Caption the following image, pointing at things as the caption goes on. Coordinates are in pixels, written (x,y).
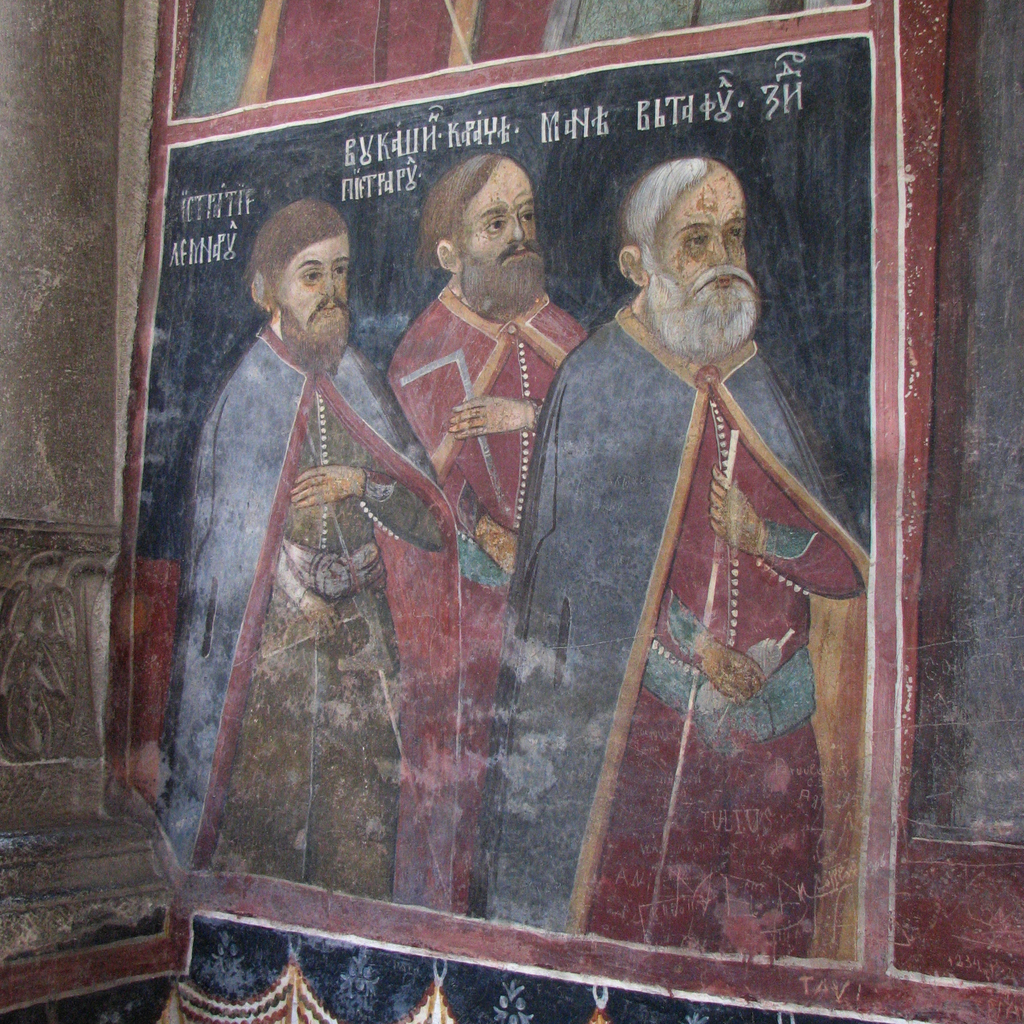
There is a painting (527,174) in which, there are three persons (414,370) in different color dresses (726,456) standing and there are texts (767,96), near other paintings (195,67) on the wall (190,613). On the left side (99,406), there is wall (63,782).
